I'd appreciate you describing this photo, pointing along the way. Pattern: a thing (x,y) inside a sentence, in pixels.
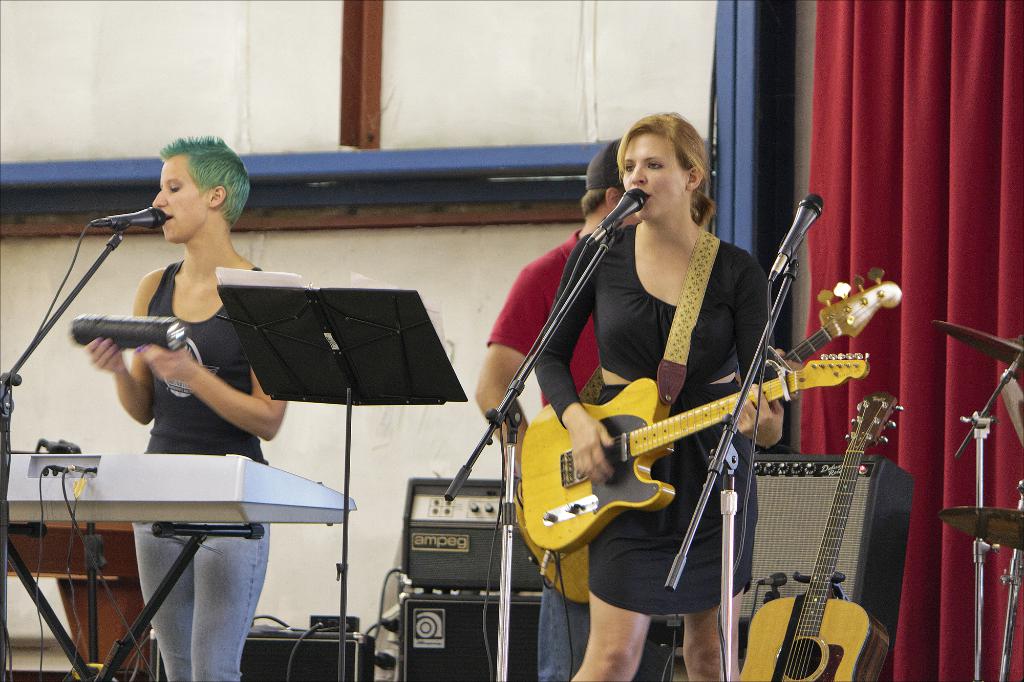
This is the picture inside of the room (469,45). In this image there are three people (607,392). There is a person (695,457) with black dress (667,545) is standing and playing guitar (656,419) and she is singing, other person (223,586) with blue jeans (221,591) standing and singing, there is a person (501,329) with red dress (516,284) is playing guitar (524,529). At the right side of the image (902,231) there is a curtain (906,172), drums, speaker (888,535) and in the middle of the image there are devices (435,575). At the front (558,322) there are microphones (558,322).
